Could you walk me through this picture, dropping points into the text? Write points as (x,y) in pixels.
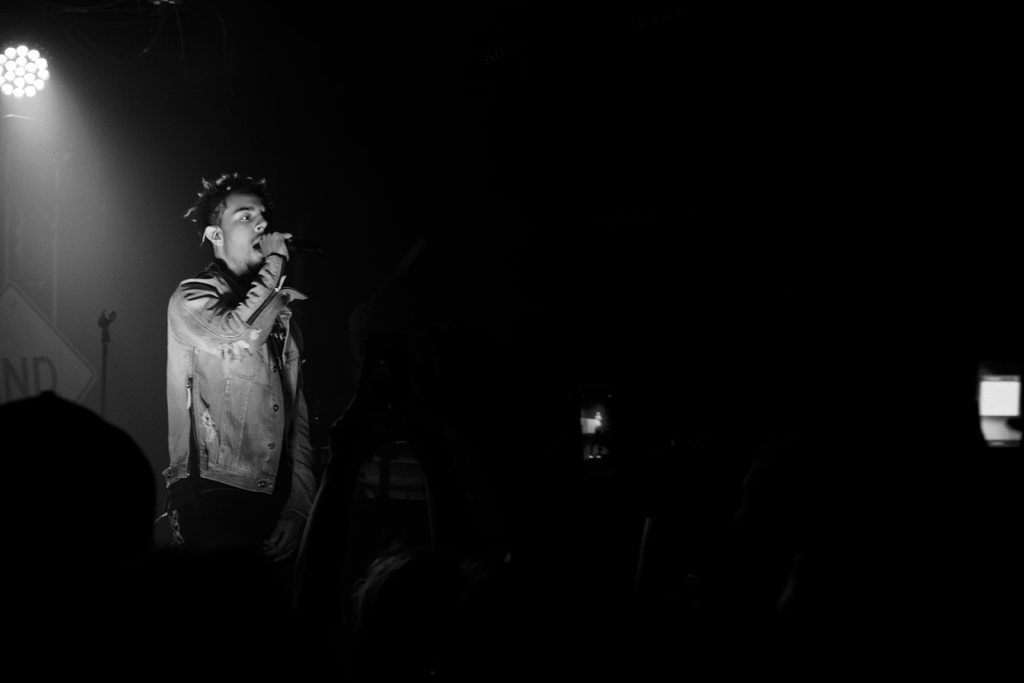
In this picture we can see the group of persons (245,277) holding some objects (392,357) and standing. In the background (29,65) we can see the focusing light (46,82) and some other objects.
